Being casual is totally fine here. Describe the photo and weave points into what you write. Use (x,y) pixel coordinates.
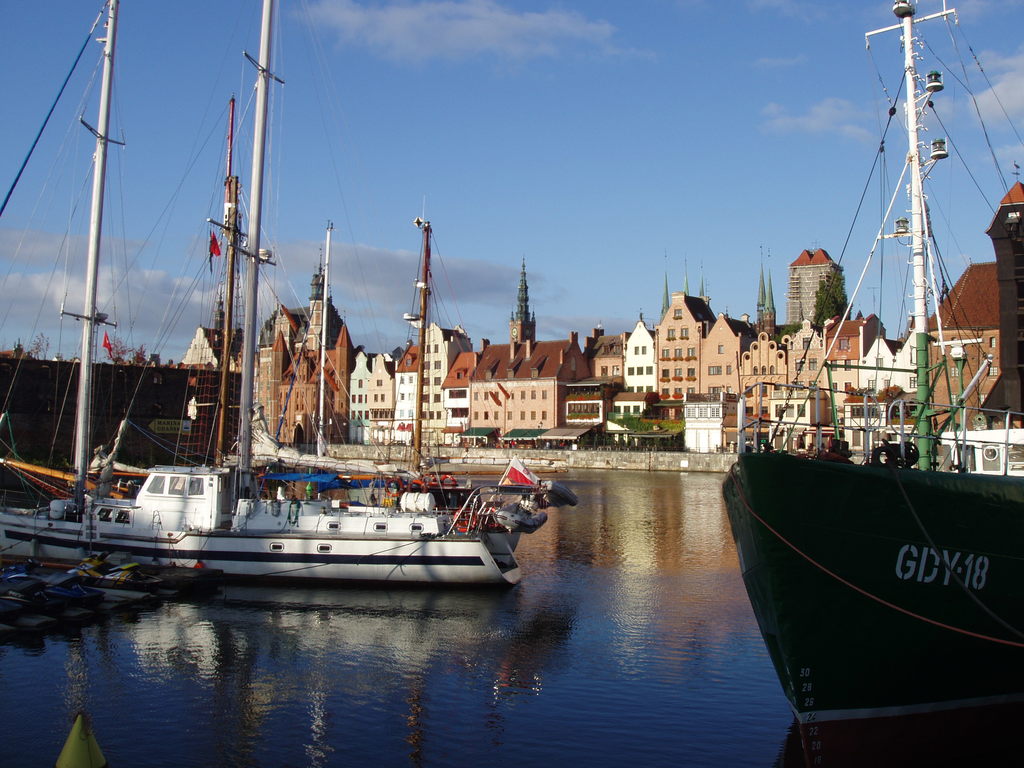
In this picture, we can see a few buildings (734,350) with windows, ships (326,456) in water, a few poles (87,332) with wires (776,431), plants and trees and the sky (736,111) with clouds (62,280).
